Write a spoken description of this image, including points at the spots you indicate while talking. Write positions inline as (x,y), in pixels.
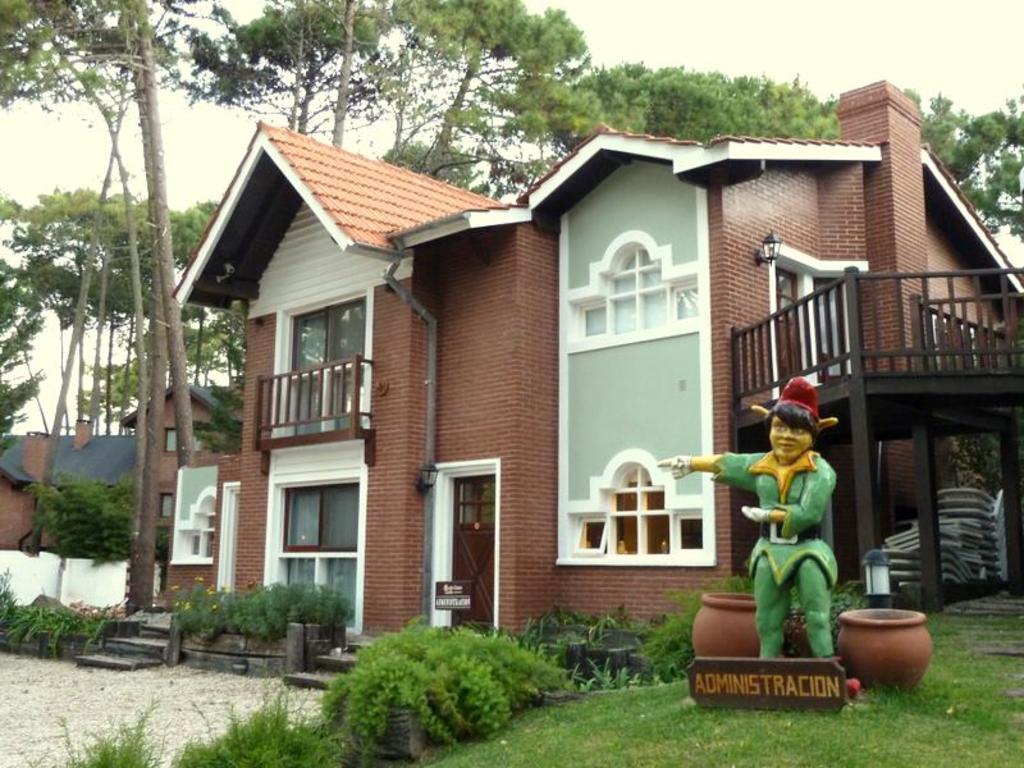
In this image in the center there is grass (603,747) on the ground (756,714) and there is a board (767,701) with some text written on it. There is a statue (783,615), there are pots (859,625), plants (566,657). In the background (512,446) there are buildings (124,443), trees (86,272) and the sky (717,43) is cloudy.
